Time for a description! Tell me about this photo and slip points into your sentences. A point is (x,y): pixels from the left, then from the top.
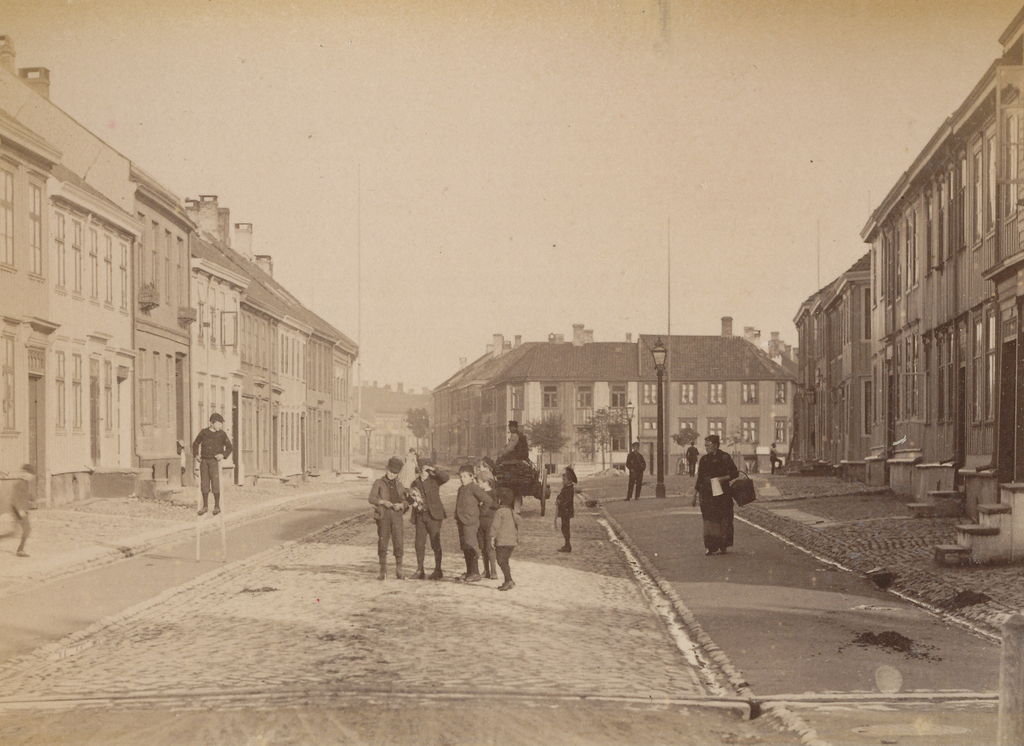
This is a black and white image. In this image we can see persons (508,504) standing on the road (448,539) and one of them is sitting on the cart (519,469). In the background (97,233) there are buildings (679,377), street poles (669,419), street lights (631,422), trees (564,422) and sky (571,200).
